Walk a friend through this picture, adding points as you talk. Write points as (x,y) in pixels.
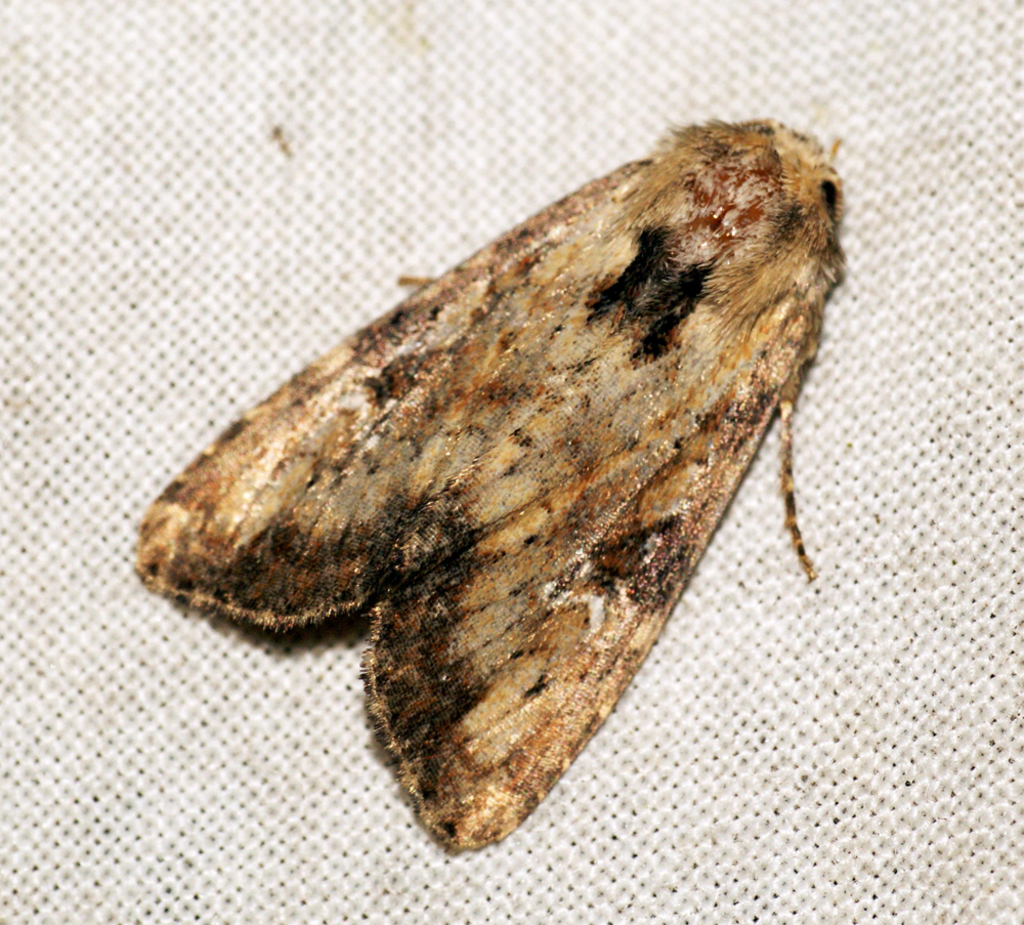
Here in this picture we can see a moth (577,274) present on a place (461,219) over there.
